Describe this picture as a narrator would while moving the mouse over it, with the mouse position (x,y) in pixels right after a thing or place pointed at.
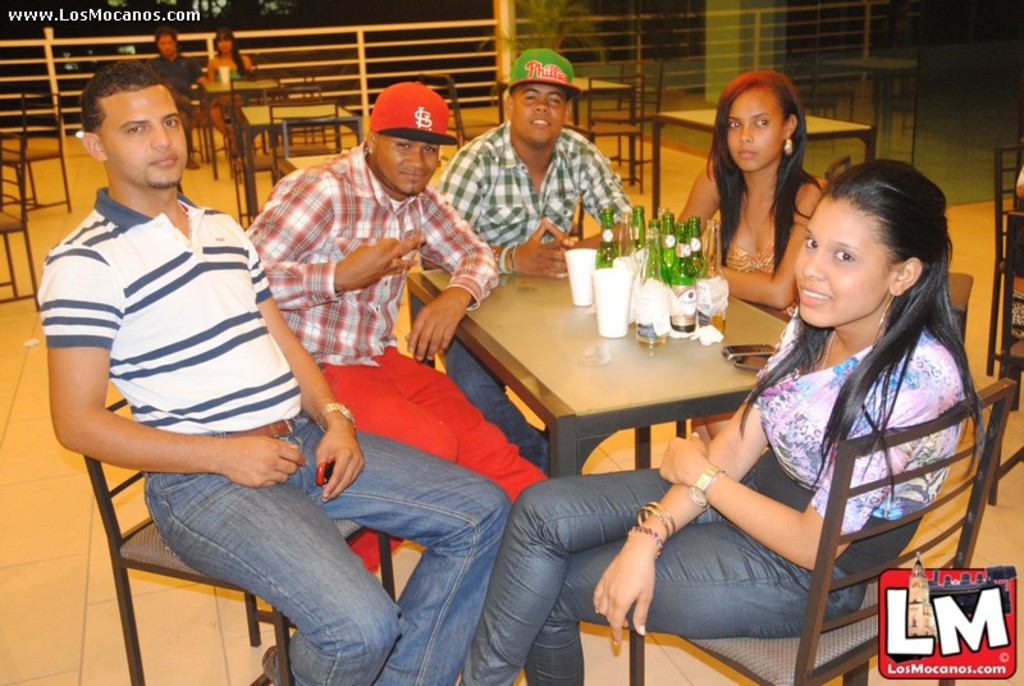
People (310,496) are sitting on the chairs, there are bottles (675,298) on the table (632,370).
